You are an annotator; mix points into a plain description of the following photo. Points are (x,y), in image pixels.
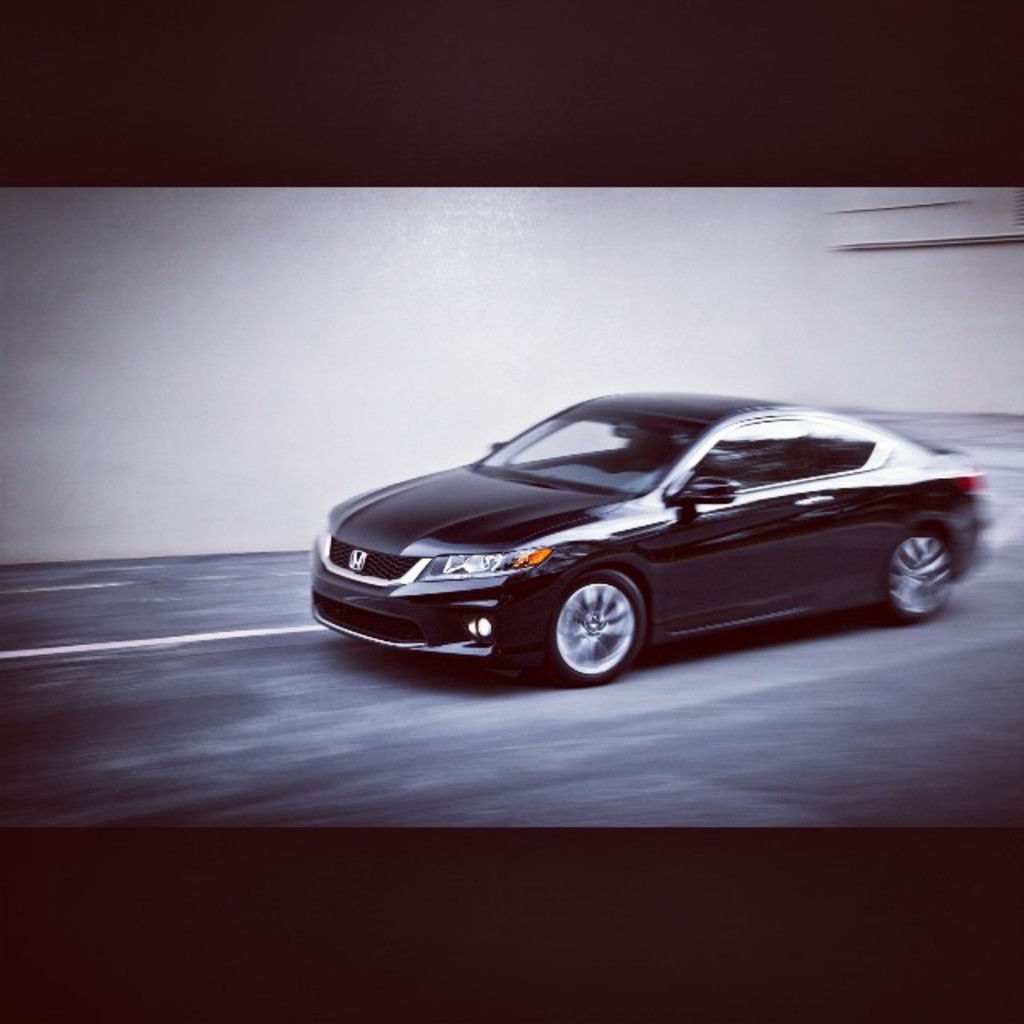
In this image I can see a car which is in black color on the road (235,594) and background (276,374) I can see the wall (336,254) in white color.
